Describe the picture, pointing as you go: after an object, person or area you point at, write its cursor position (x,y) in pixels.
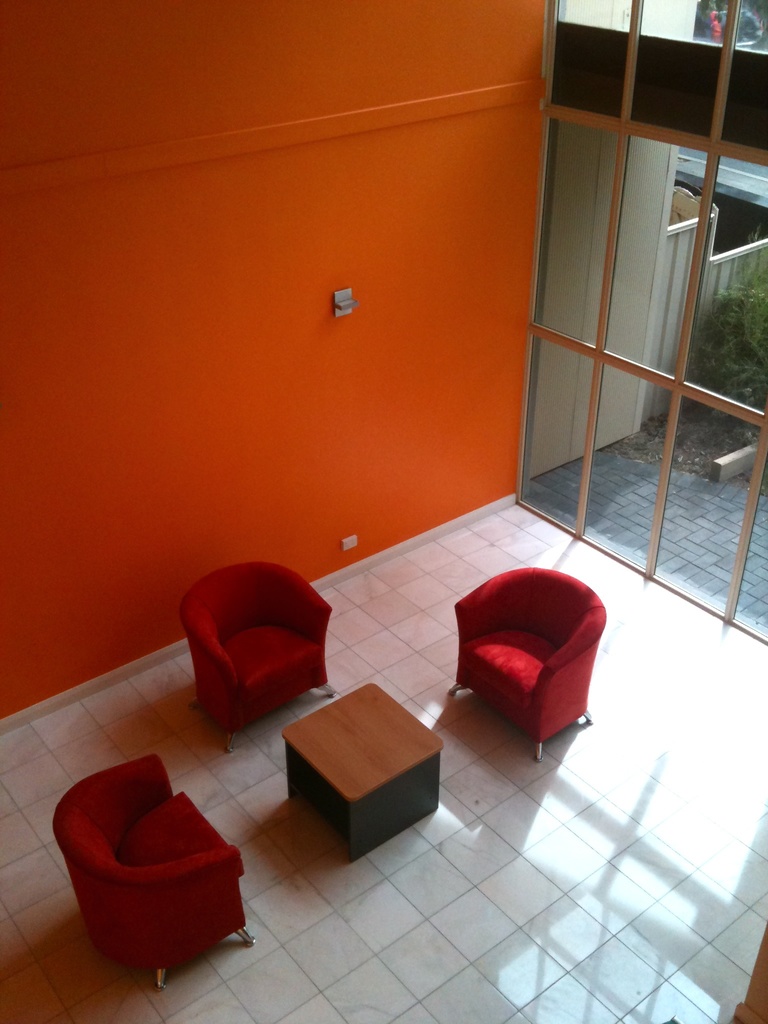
In the picture there is a room (517,598) in which three chairs (501,712) are present with table (429,757) in front of it through the window (727,406) we can see plants (741,362) it is a glass window/ (741,362).
